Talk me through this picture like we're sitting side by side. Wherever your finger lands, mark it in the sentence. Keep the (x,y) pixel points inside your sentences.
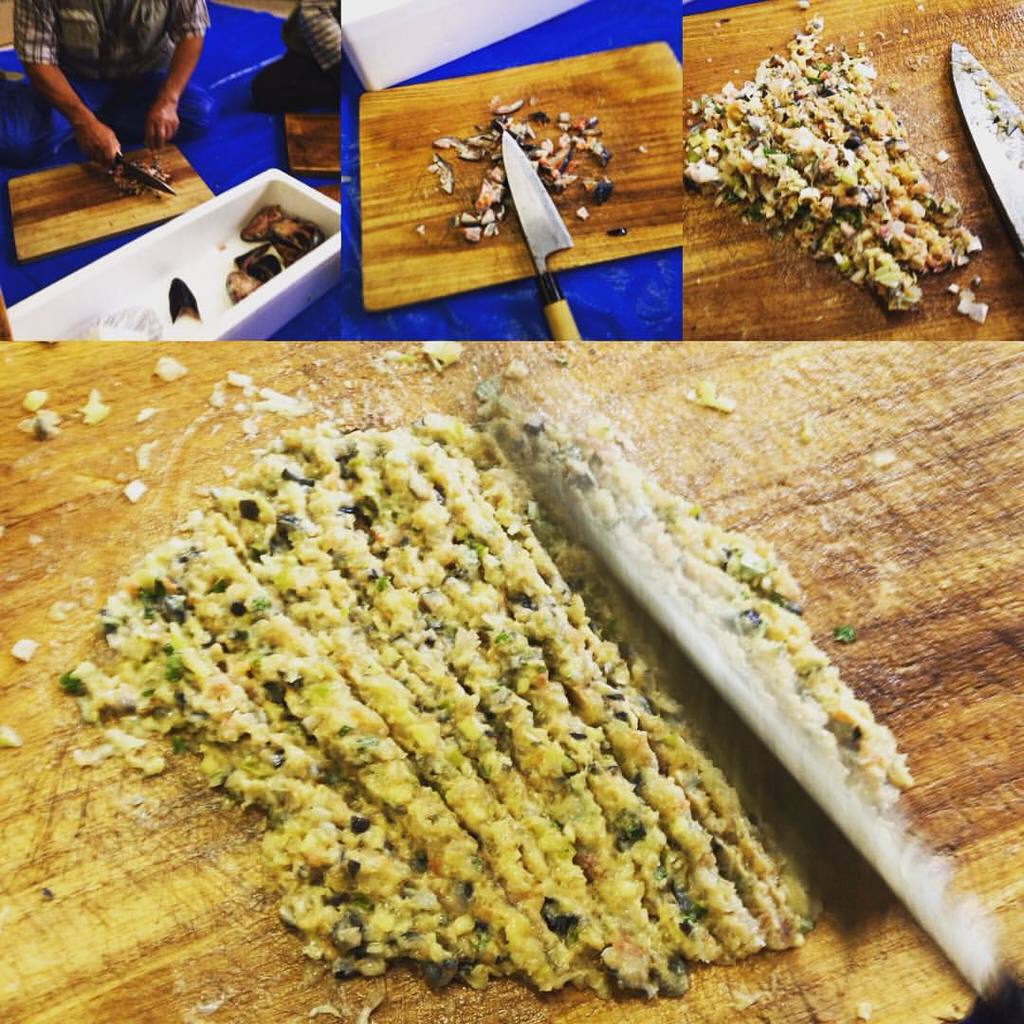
Here we can see collage of four pictures, in these pictures we can see chopping boards (699,228) and knives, we can see food (712,152) on these chopping boards (622,176), at the left top of the picture (136,118) we can see a person (95,60) holding a knife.
